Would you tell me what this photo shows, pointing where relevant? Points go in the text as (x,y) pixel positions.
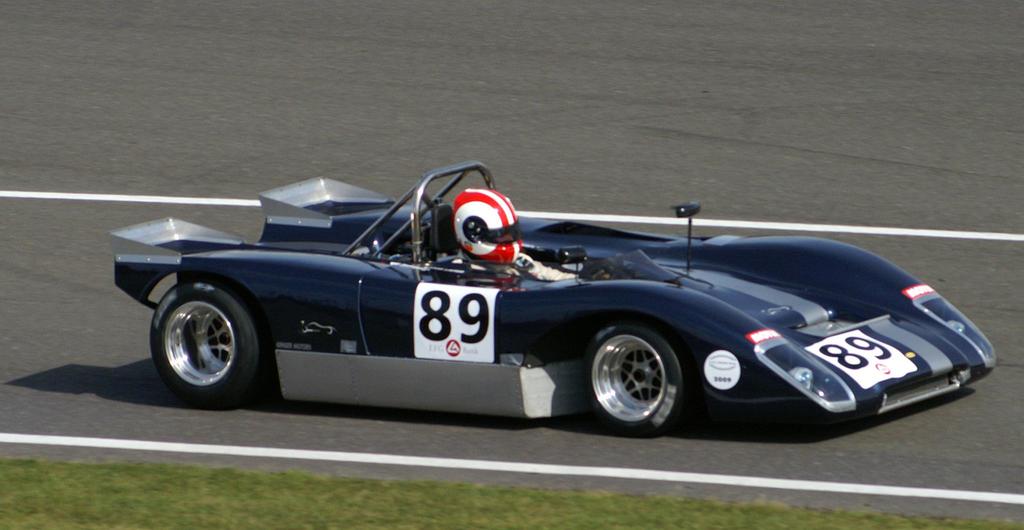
In this image we can see one man (475,243) with red helmet (497,236), driving a car (794,340) on the road (563,450) and some green grass (266,526) on the surface (406,498).
